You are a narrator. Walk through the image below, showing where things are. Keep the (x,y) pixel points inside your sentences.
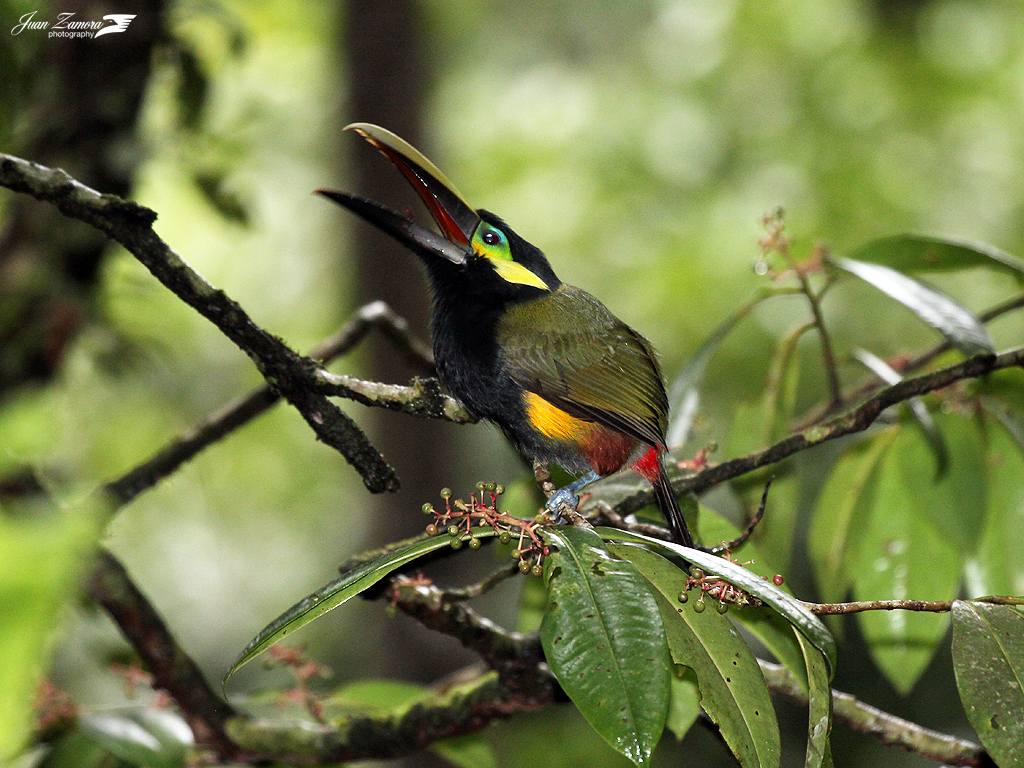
Here there is a bird (545,444) on a branch (799,440) of a tree (790,451). In the background (368,297) the image is blur.
